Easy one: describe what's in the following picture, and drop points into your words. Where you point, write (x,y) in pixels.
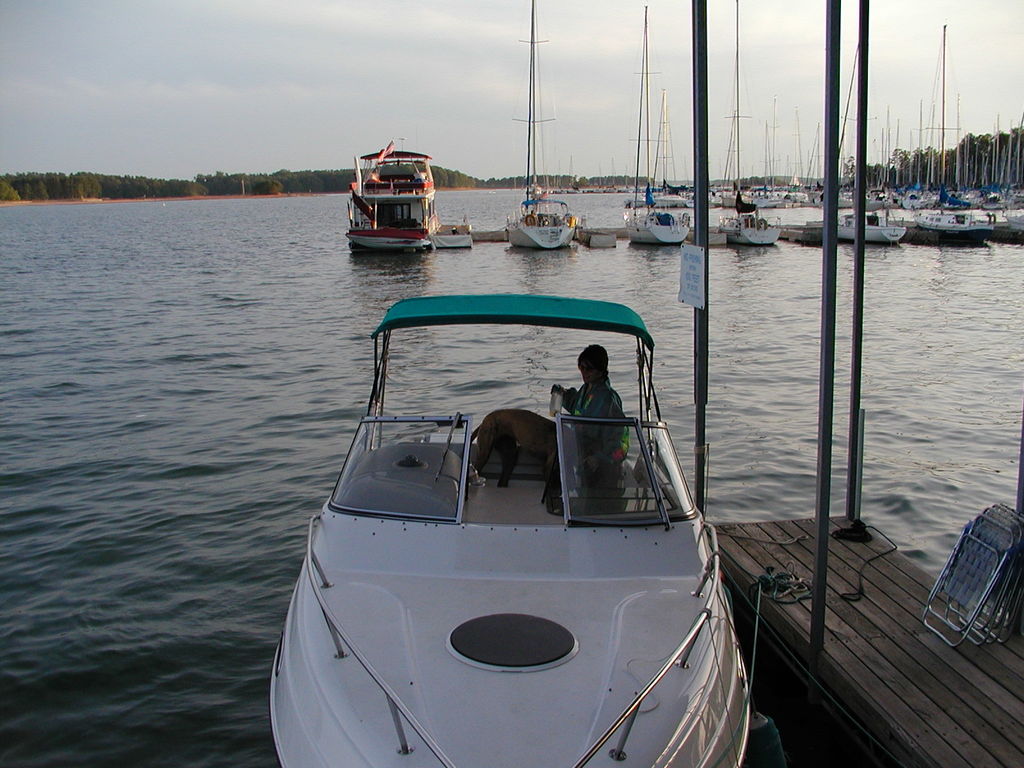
In this image, I can see the boats (916,219) on the water (157,467). There is a woman (597,406) and an animal (522,422) in a boat (519,488). At the bottom right side of the image (885,538), I can see poles (825,568), ropes (784,543) and foldable chairs (959,589) on a wooden pathway (900,609). In the background (308,190), there are trees (79,192) and the sky (454,134).
